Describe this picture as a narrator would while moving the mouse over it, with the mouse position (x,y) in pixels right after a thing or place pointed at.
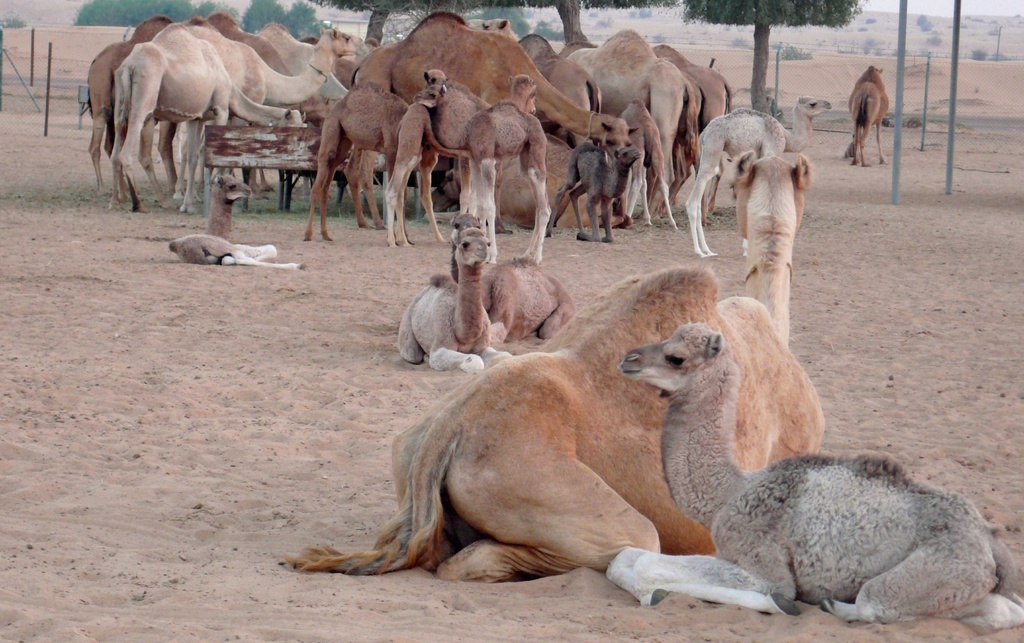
This image consists of many camels (536,108). At the bottom (367,604), there is sand (67,464). In the background (587,38), there are trees (292,11) and poles (897,110). In the middle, we can see a wooden bench (287,171).
